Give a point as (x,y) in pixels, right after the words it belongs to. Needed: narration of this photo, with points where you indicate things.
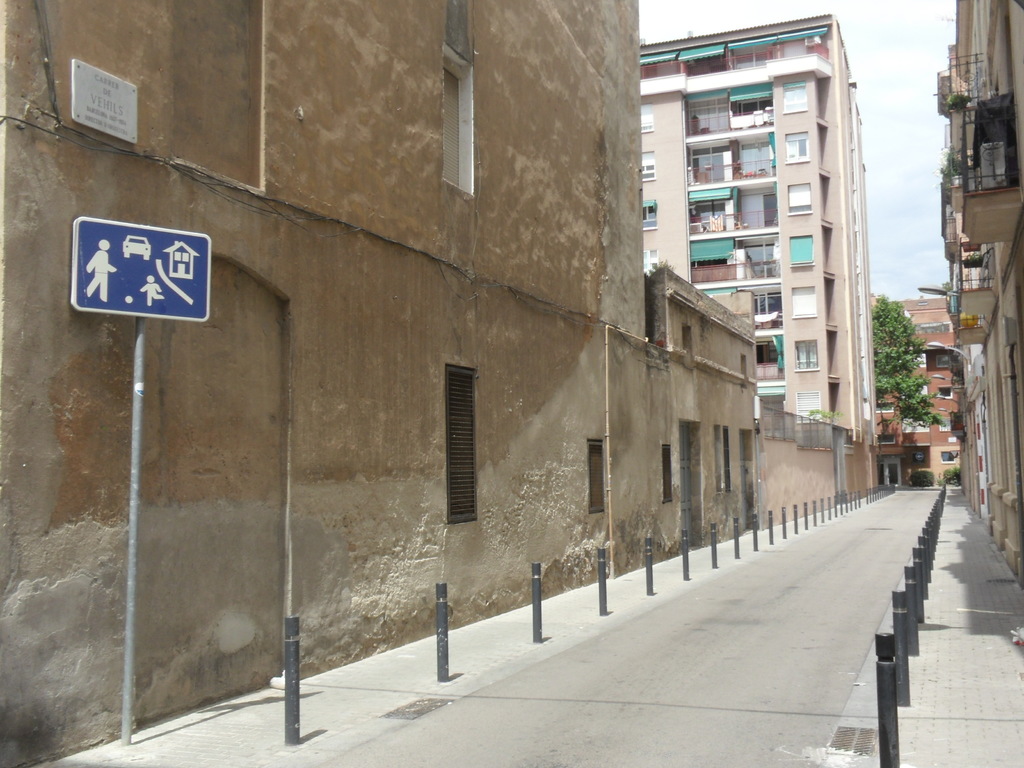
There is a road (775,605) and there are few black rods (713,564) and buildings (826,326) on either sides of it and there is a tree (891,367) in the background (883,368).
